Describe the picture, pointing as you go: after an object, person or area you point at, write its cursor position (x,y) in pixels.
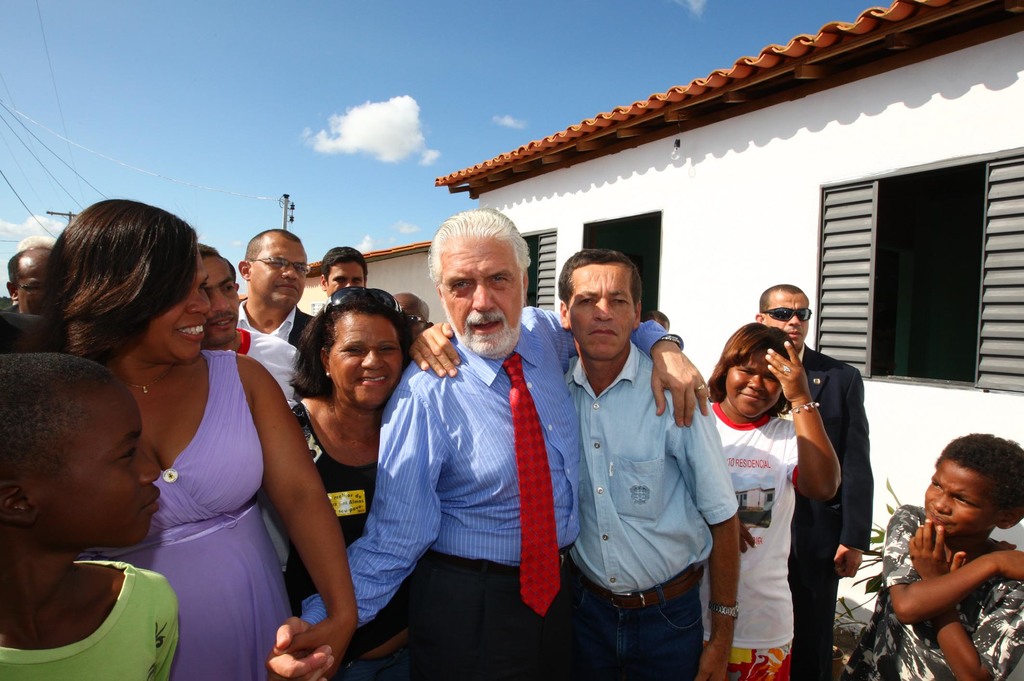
This is the picture of a place where we have some people (425,437) standing in front of the house (698,229) to which there are some windows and behind there two poles (286,218) and some clouds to the sky (270,218).
